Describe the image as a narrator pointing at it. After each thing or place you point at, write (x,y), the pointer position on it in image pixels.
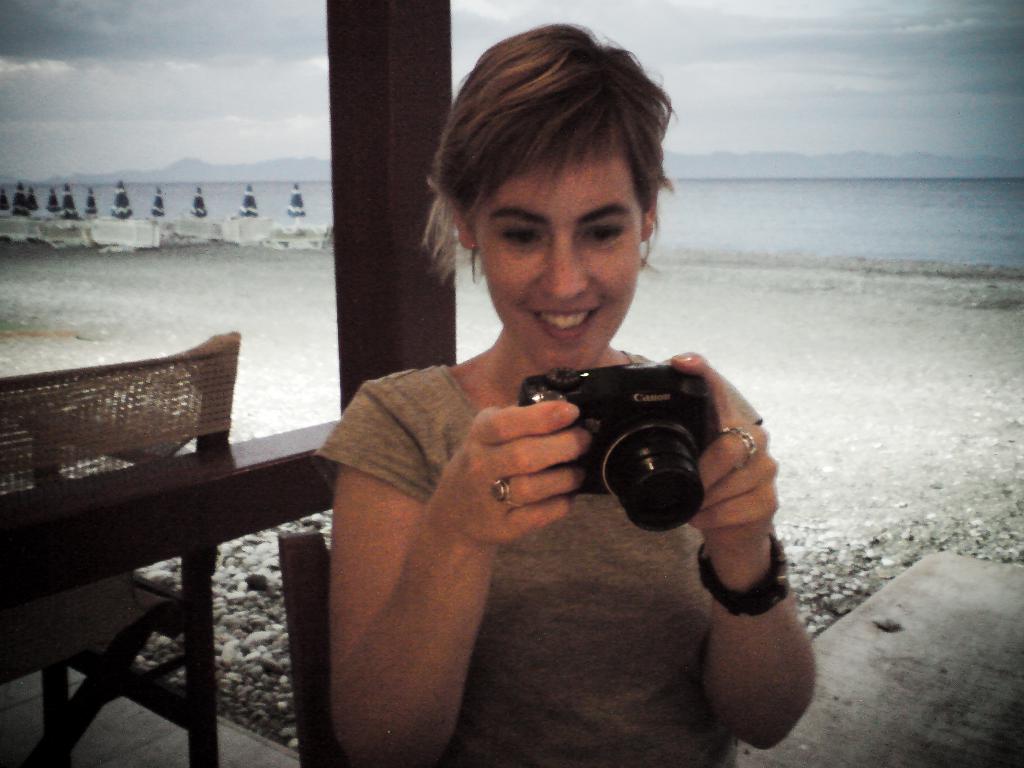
In this picture a lady (624,225) is holding a canon camera (600,427) and the scene is clicked near the sea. There is also a brown chair (128,632) to the left of the image (104,607).
